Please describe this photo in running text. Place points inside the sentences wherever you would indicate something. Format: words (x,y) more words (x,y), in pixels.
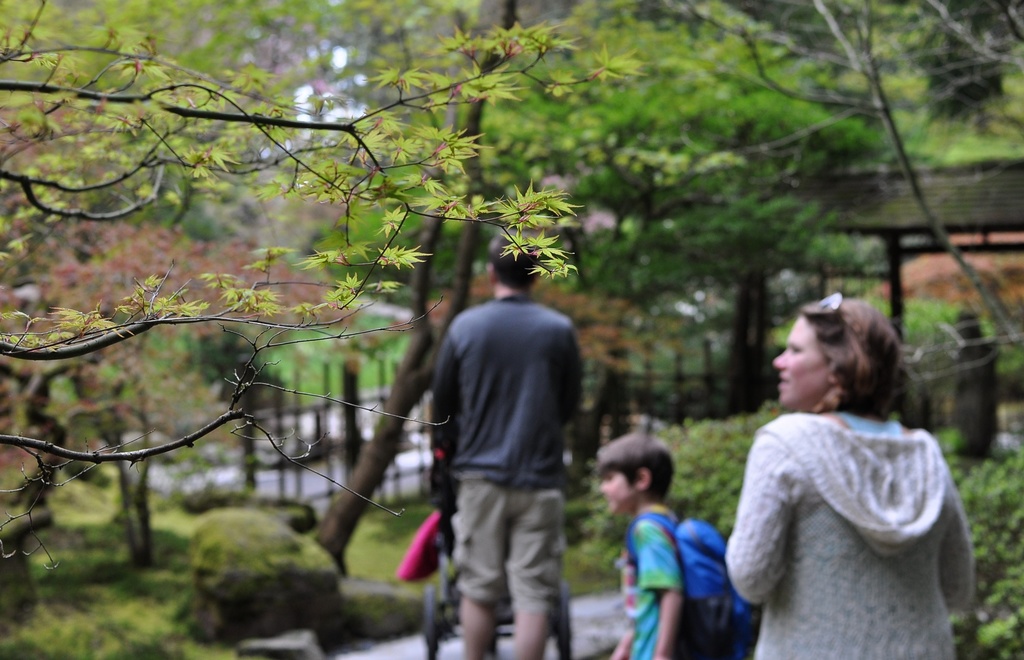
In the foreground of this image (184,179), on the left (208,148), there is a tree (257,118) and we can also see a woman (873,532), a boy (663,572) wearing backpack (634,532) and a man (514,505) holding a wheel cart (450,522) on the path (451,650). On either side there is greenery (695,432). On the right (901,192), it seems like a shed (964,221) and greenery (589,201) in the background (643,152).
